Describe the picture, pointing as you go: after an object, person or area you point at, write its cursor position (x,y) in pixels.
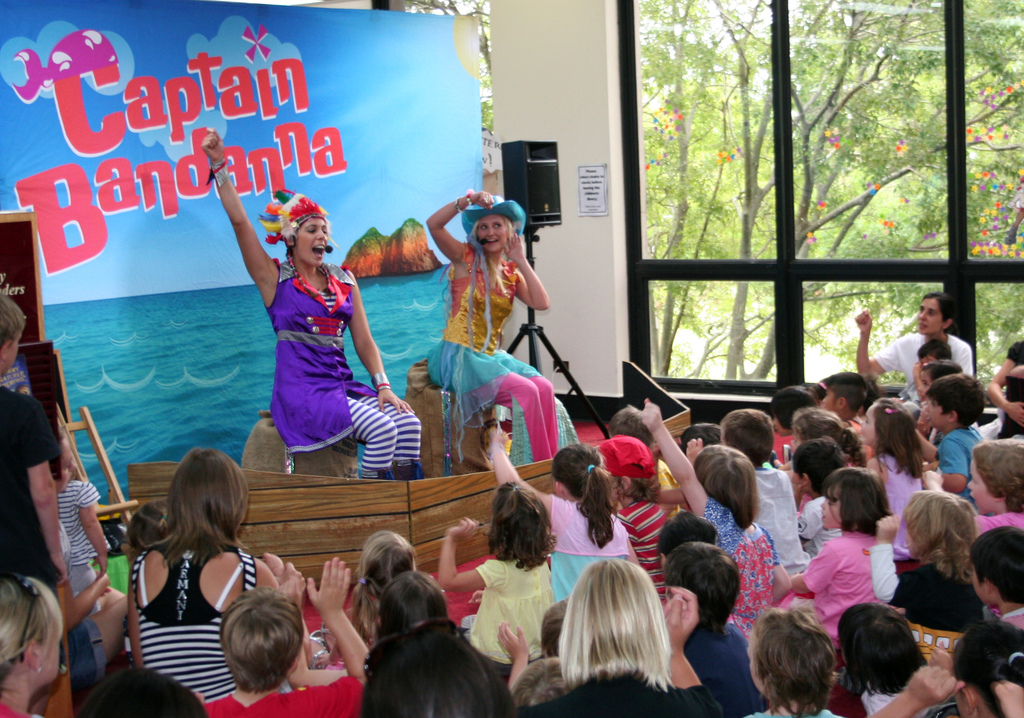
In the center of the image (497,368) we can see two persons (368,357) are sitting on the solid structures (425,431) and they are smiling. And we can see they are in different costumes (337,316). In front of them, we can see one wooden object (382,505) and a few people (374,620) are sitting and they are in different costumes (624,515). In the background (628,29) there is a wall (535,58), glass (733,173), one banner (92,460), posters (590,206), one wooden object (121,504), stand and speaker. On the banner (405,142), we can see some text (274,180). Through the glass (835,155), we can see trees (742,218).
